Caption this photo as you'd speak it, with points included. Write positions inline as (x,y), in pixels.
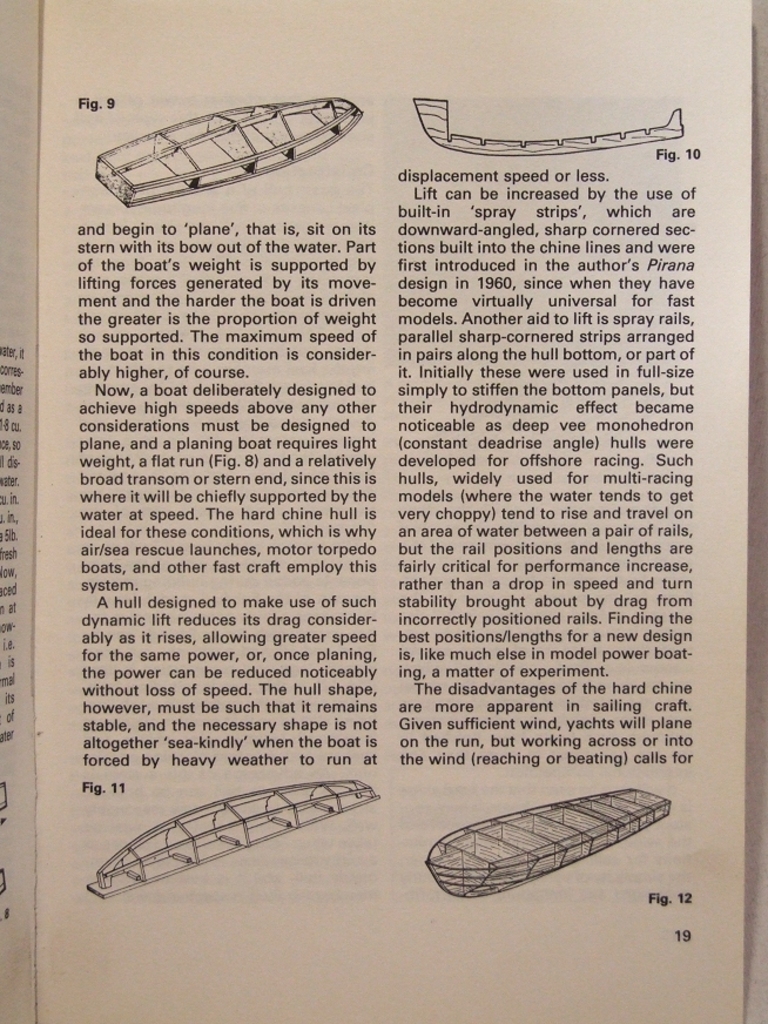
In this image, we can see a paper (587,639) contains depiction of boats (506,886) and some text (516,588).
